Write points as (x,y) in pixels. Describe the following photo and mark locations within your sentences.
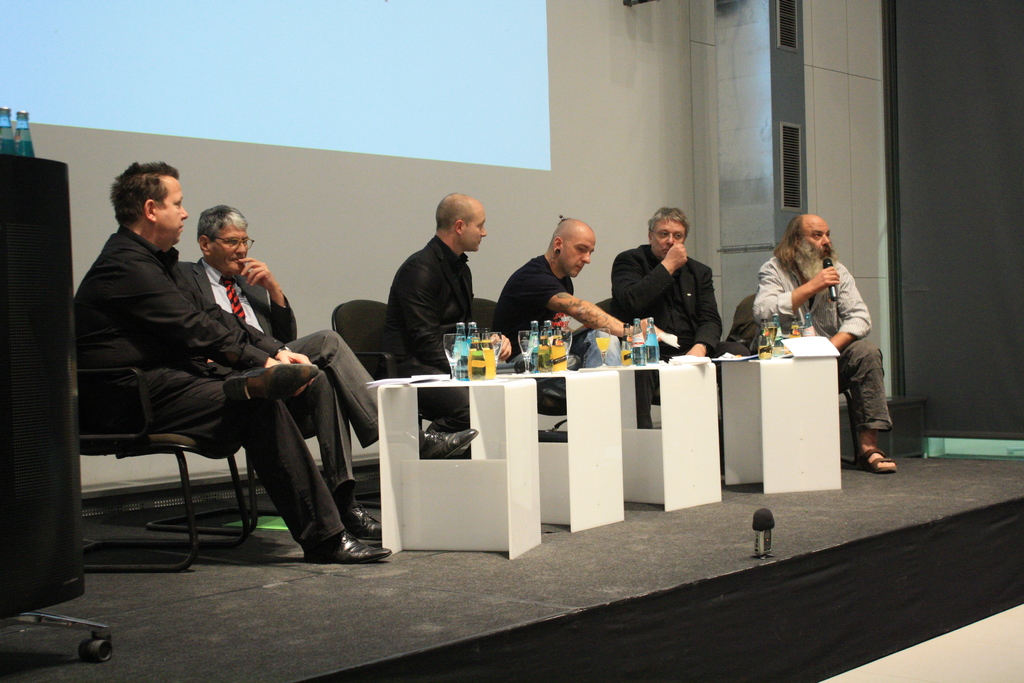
In this picture there are many people (228,349) sitting on the chair (377,343) with bottles (650,339) in front of them. In the background (405,119) we can observe an LCD projector (375,118).
